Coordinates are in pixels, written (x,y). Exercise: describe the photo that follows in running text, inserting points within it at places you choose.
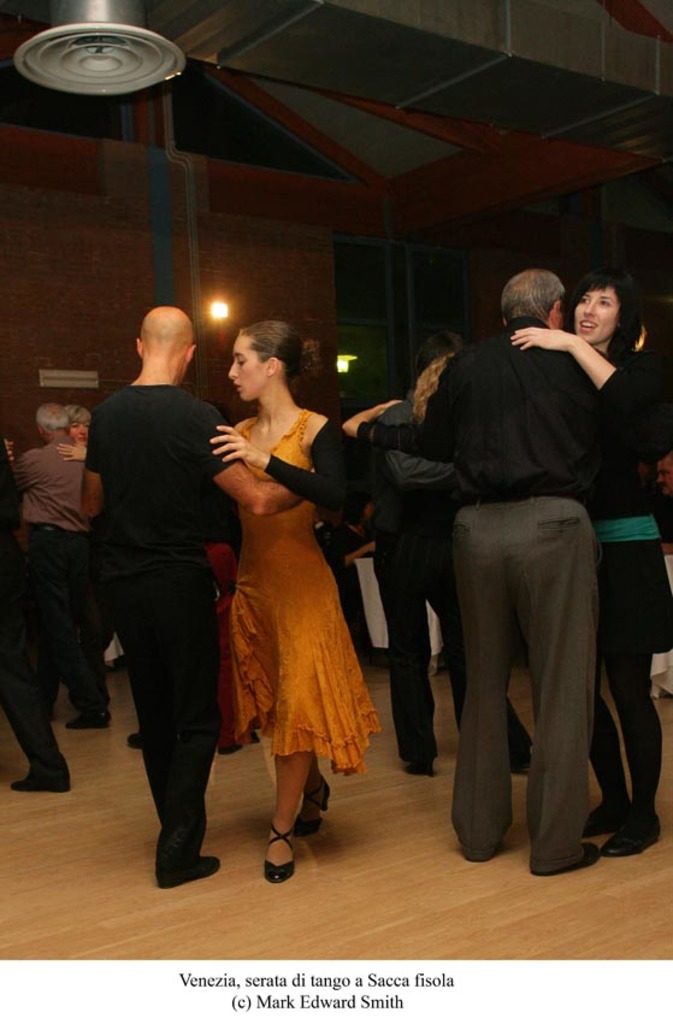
In this picture we can see a group of people (335,655) on the ground (386,667) and in the background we can see a wall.
